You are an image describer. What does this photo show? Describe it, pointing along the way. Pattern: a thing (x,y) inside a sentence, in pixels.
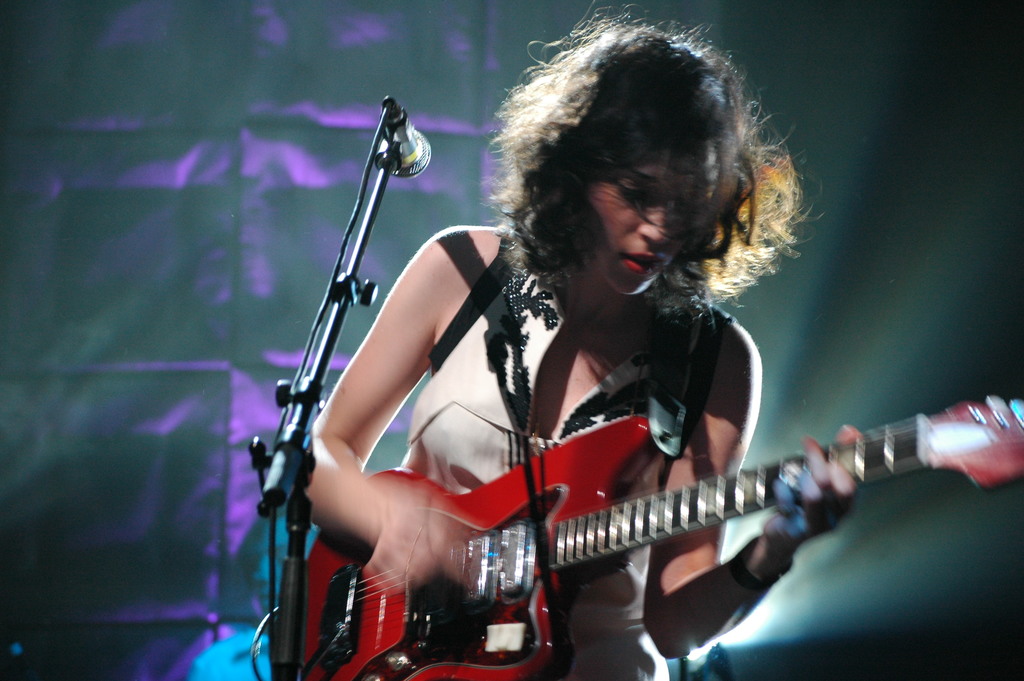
A girl (648,106) is playing guitar (476,538). There is a mic (278,674) in front of her. There is a violet color screen (470,54) behind her.
